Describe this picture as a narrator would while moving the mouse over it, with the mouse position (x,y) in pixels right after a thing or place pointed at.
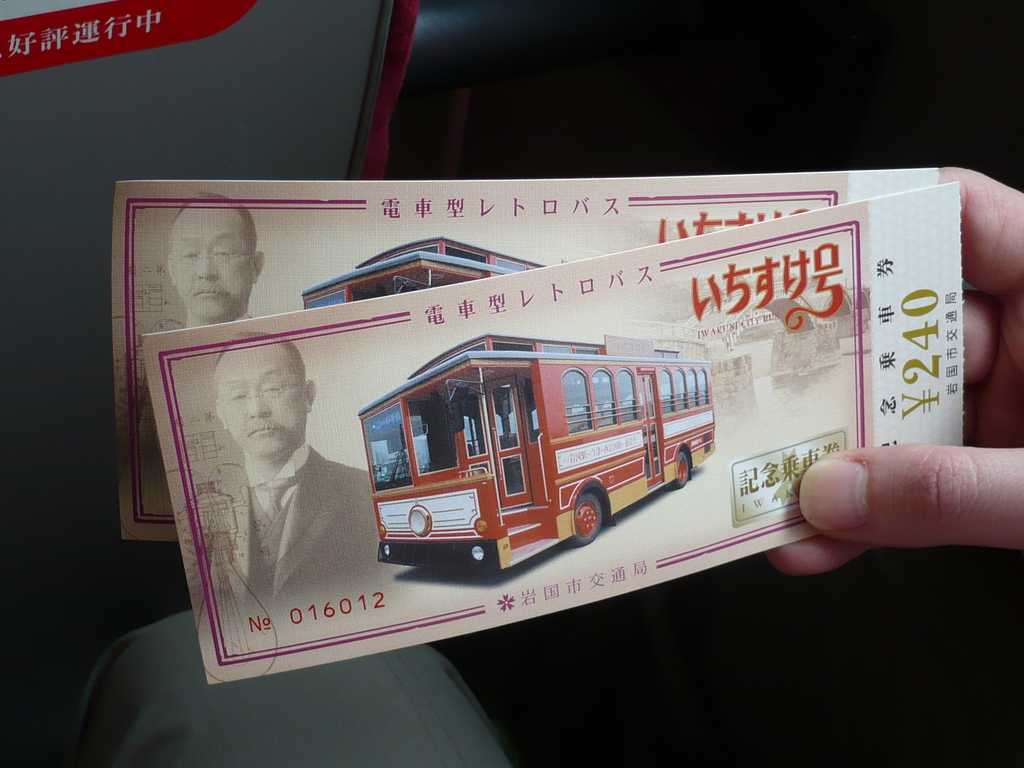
In this image I can see the person (876,474) holding the papers (620,536). On the papers (603,442) I can see the vehicle (398,474), person (309,467) and something is written. I can see the red, grey and black background (289,114).
